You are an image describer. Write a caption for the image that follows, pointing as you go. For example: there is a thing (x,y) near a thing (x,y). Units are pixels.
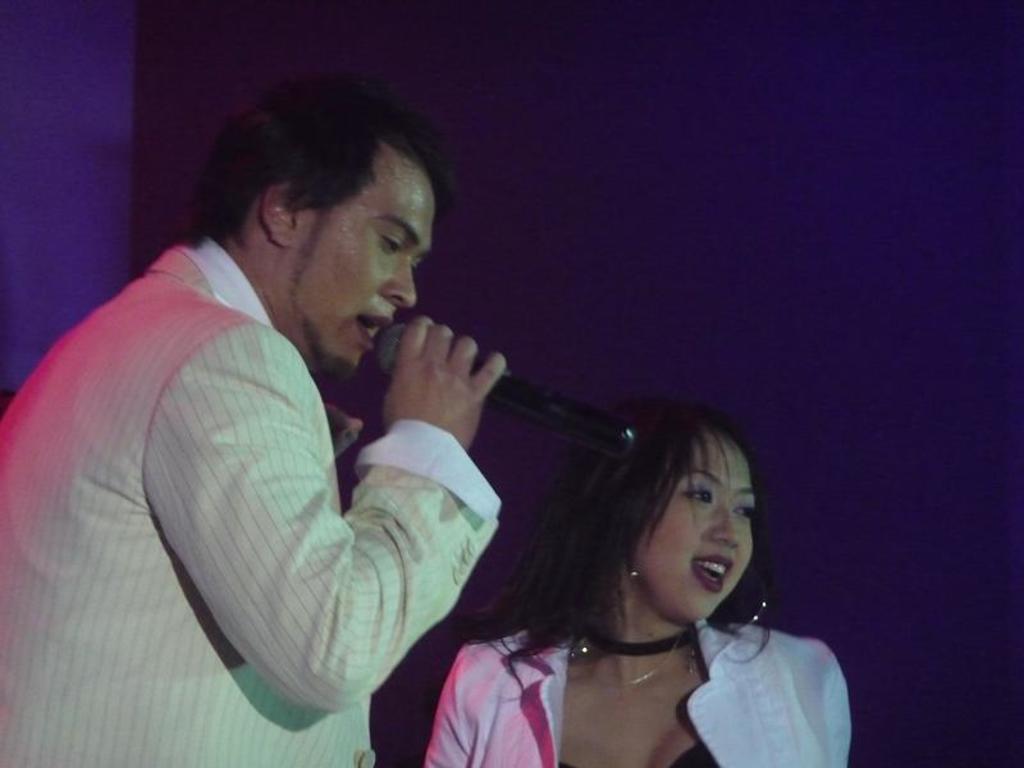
In this picture we have 2 people (691,526). The left person (260,497) is wearing blazer (446,580) and is holding a microphone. He seems like singing. The right person (493,644) is a lady (756,596), she wears a chain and she is looking to the left of her. It looks like musical concert.
